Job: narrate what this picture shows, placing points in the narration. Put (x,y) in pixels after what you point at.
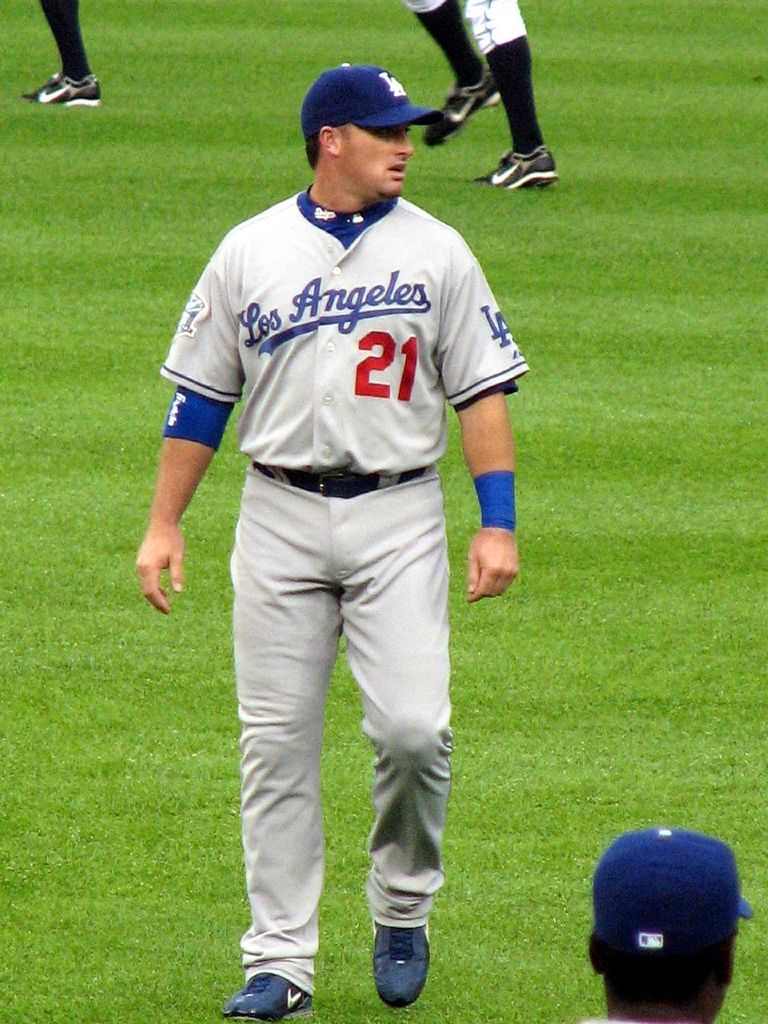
This is the man (435,476) walking. He wore a cap (357,126), T-shirt (378,330), hand band (510,517), belt (335,490), trouser (425,761) and shoes (421,943). Here is a person's head (659,938) with a cap (661,936). In the background (461,35), I can see the person's legs (485,76). This is the grass (81,587).
